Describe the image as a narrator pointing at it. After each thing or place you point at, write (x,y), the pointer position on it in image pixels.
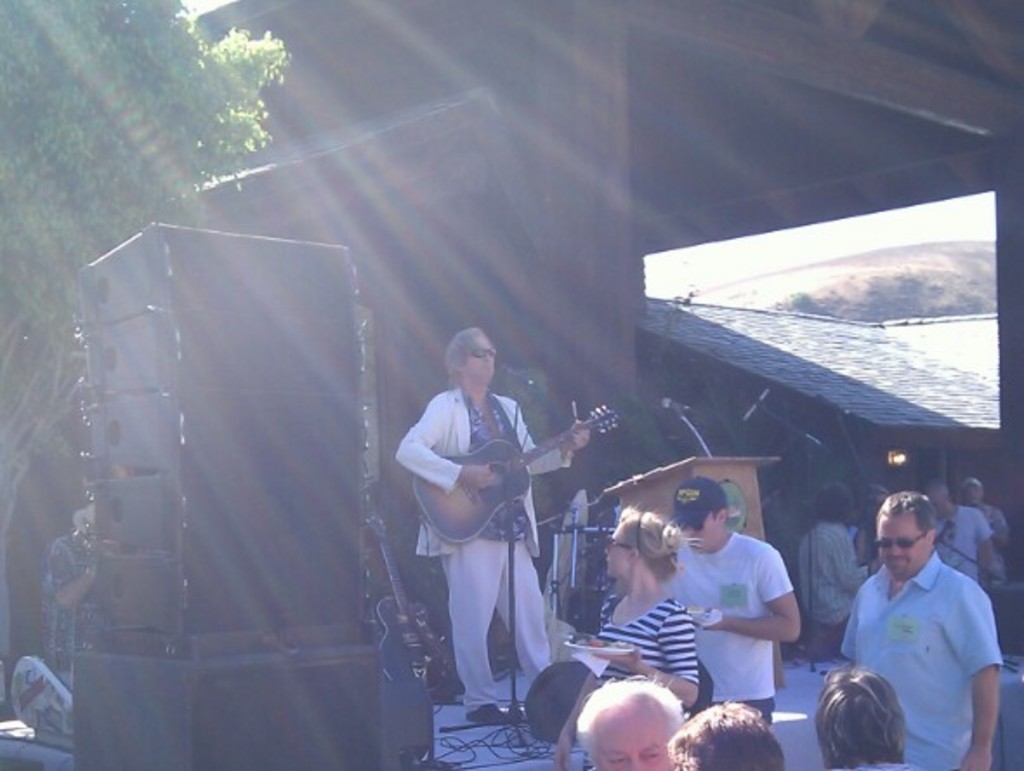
In this picture there is a man (459,398) standing on the stage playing a guitar (445,495) in his hand (481,469). He is wearing spectacles (472,350). In the down there are some people (738,619) standing. We can observe a podium (727,482) with a microphone (691,429) here. In the background (657,455) there are some trees (156,166). Here is a speaker (209,492).
